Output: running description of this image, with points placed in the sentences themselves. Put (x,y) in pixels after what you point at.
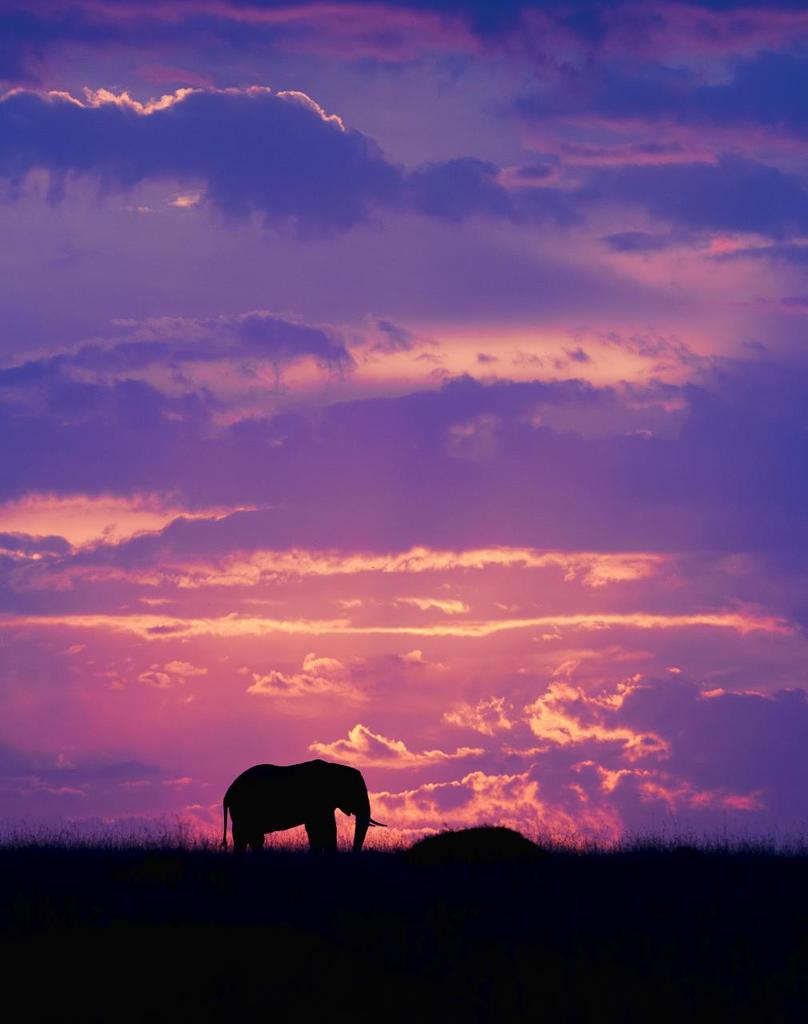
In the center of the image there is a elephant (370,820). At the bottom of the image (424,936) there is grass (346,969). At the top of the image (579,131) there is sky (480,117) and clouds (682,194).
